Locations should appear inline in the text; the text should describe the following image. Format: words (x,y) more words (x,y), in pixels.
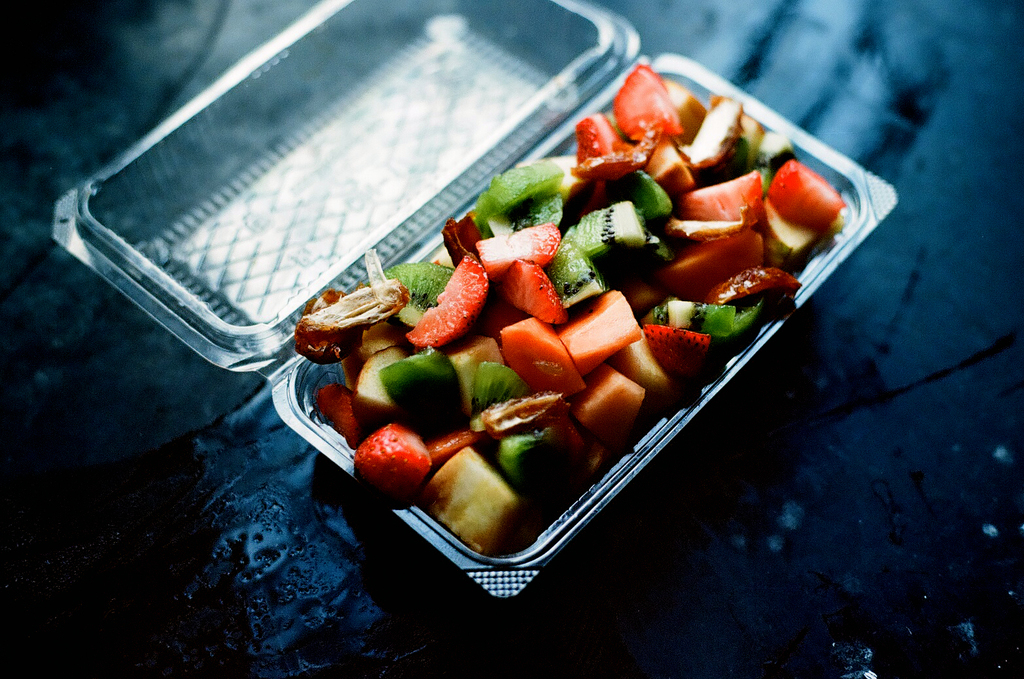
In this image we can see many fruits (548,221) in a box (316,170), there are strawberry slices (544,285), kiwi (579,291), papaya (582,340) in it.
